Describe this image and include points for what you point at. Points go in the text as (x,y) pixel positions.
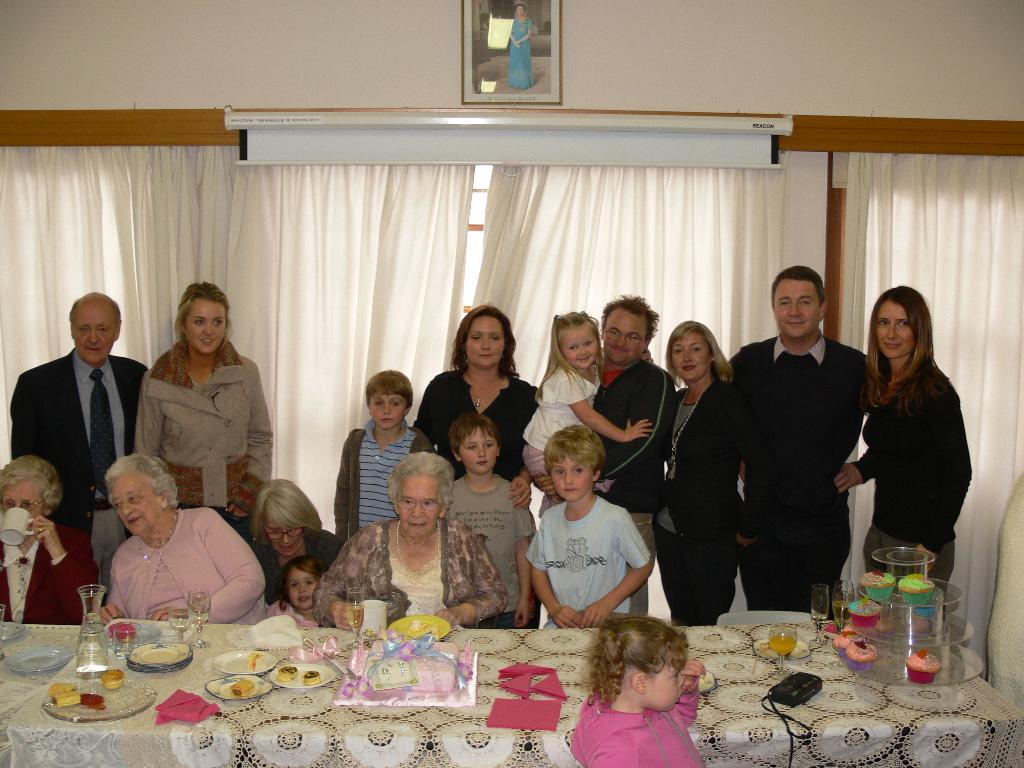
Here we can see some persons (554,440) are standing on the floor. There are four persons (373,522) sitting on the chairs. This is table (746,680). On the table (477,678) there is a cake (382,657), plates (407,630), bottle (92,597), and glasses (129,627). On the background (401,317) there is a curtain (758,224) and this is wall (822,43). And there is a frame (531,70).
